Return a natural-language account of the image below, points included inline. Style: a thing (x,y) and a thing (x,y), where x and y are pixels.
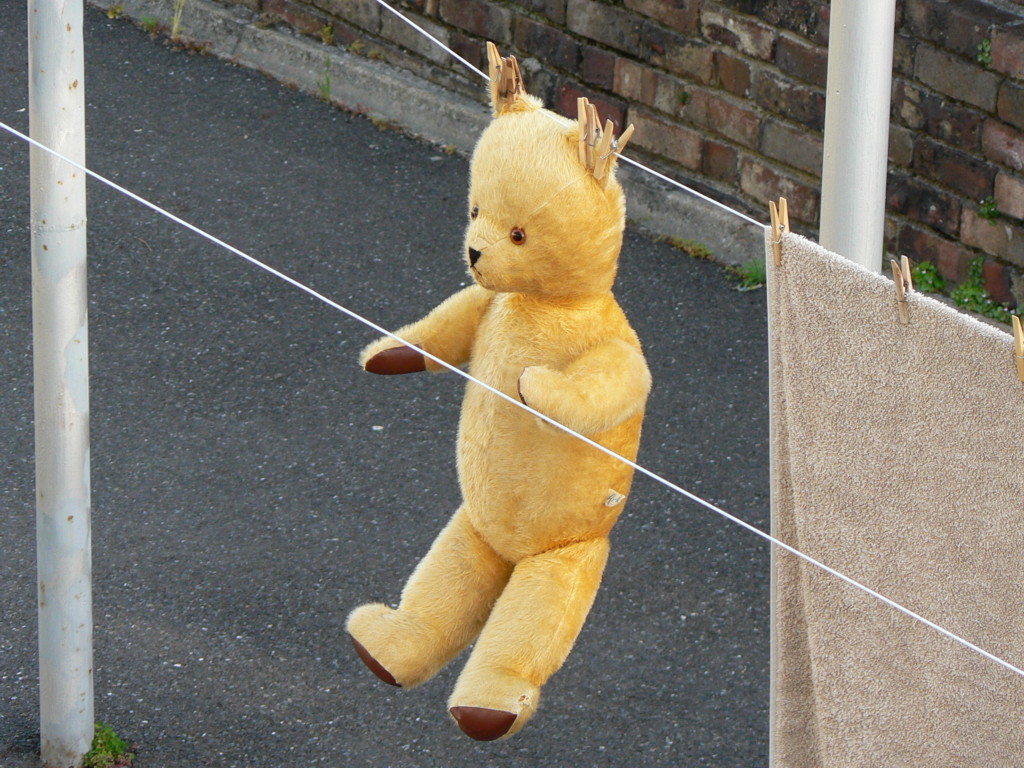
Here we can see a teddy bear (552,431) and a towel (781,619) hanging to a rope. This is road (278,566) and there are poles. In the background (792,104) we can see a wall (959,202).
